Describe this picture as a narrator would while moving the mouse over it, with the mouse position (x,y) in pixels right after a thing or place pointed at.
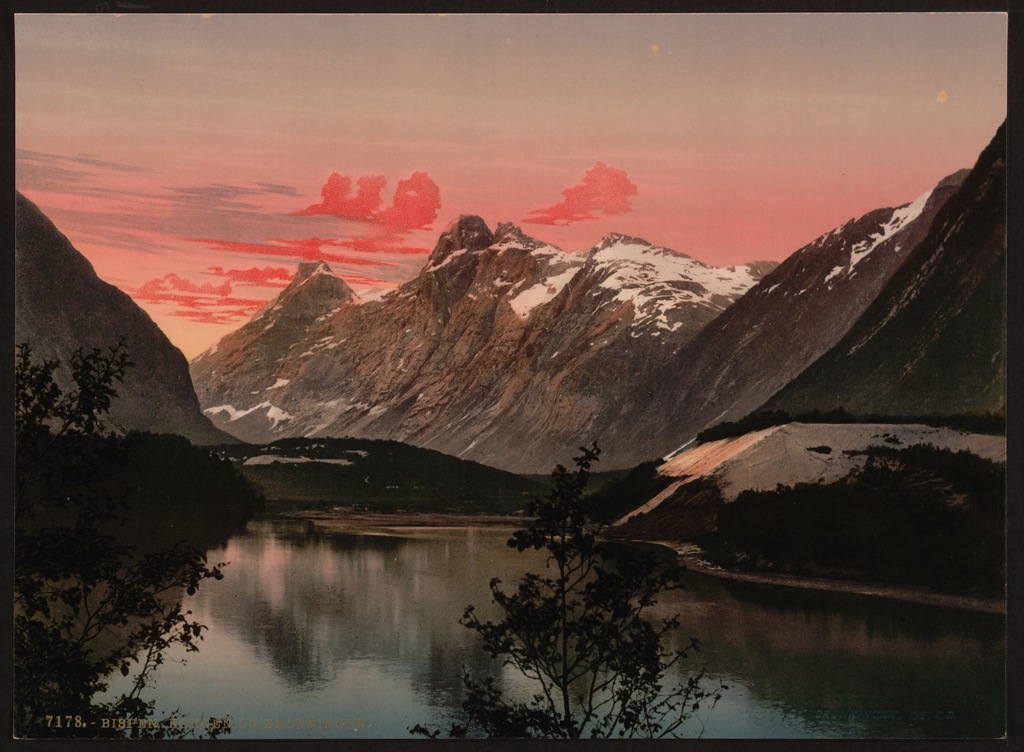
In the picture we can see some plants (81,597) behind it, we can see water (867,653) and around it we can see some hills (141,391) which are covered with snow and behind it we can see sky (302,178) with red color clouds (571,211).
